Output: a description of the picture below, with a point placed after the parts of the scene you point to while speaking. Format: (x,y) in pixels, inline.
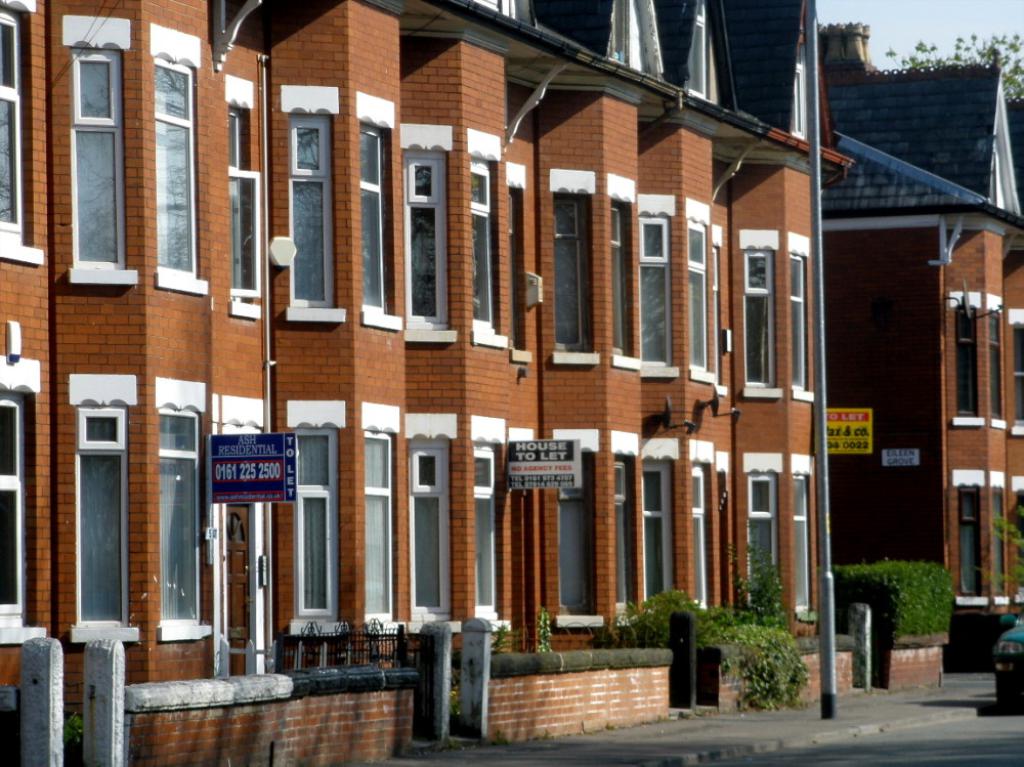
In this image I can see a building (334,328) in white and brown color. I can also see few boards (285,451) attached to it, plants (926,586) in green color and sky (911,32) in white color.
